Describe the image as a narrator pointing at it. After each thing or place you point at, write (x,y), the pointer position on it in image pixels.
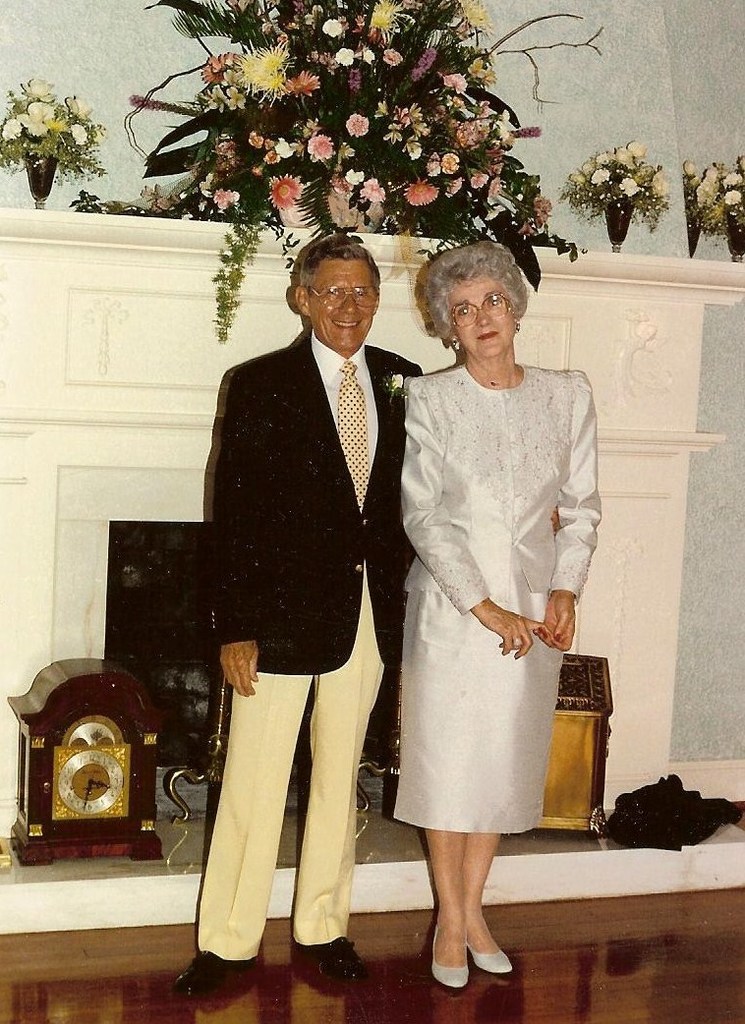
In this image we can see a man (311,360) and a woman (467,670) standing on the floor (472,962) and in the background (134,802) there is a clock (101,804) and few objects (592,754) and on the wall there is a flower bouquet (412,152) and few flower vases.
